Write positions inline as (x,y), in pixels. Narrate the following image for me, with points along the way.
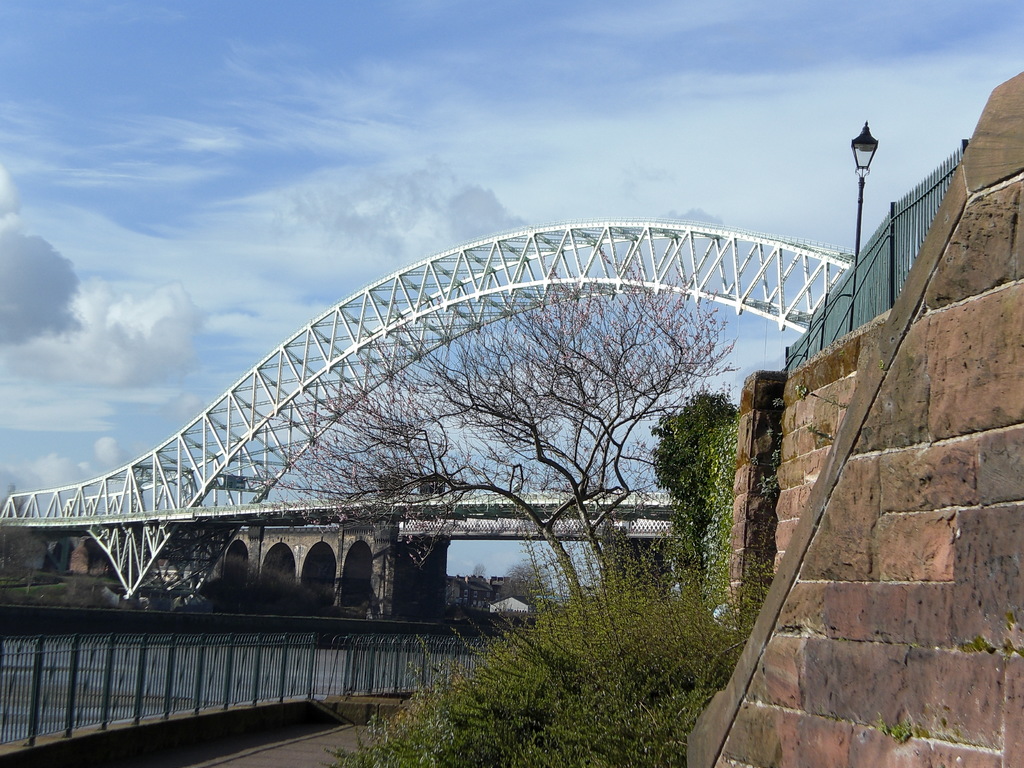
This picture is clicked outside the city. At the bottom of the picture (505,657), we see a tree (561,648). On the right side (948,508), we see a wall (831,498) which is made up of bricks (883,435). We even see a railing (843,291) and a light pole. Beside that, we see a plant creeper (716,541). In the left bottom of the picture (166,690), we see an iron railing (139,673). Behind that, we see water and this water (317,663) might be in the canal (328,655). In the middle of the picture (647,494), we see a bridge (382,510). There are trees (520,579) in the background (477,574). At the top of the picture (349,171), we see the clouds (227,217) and the sky (426,209), which is blue in color.
